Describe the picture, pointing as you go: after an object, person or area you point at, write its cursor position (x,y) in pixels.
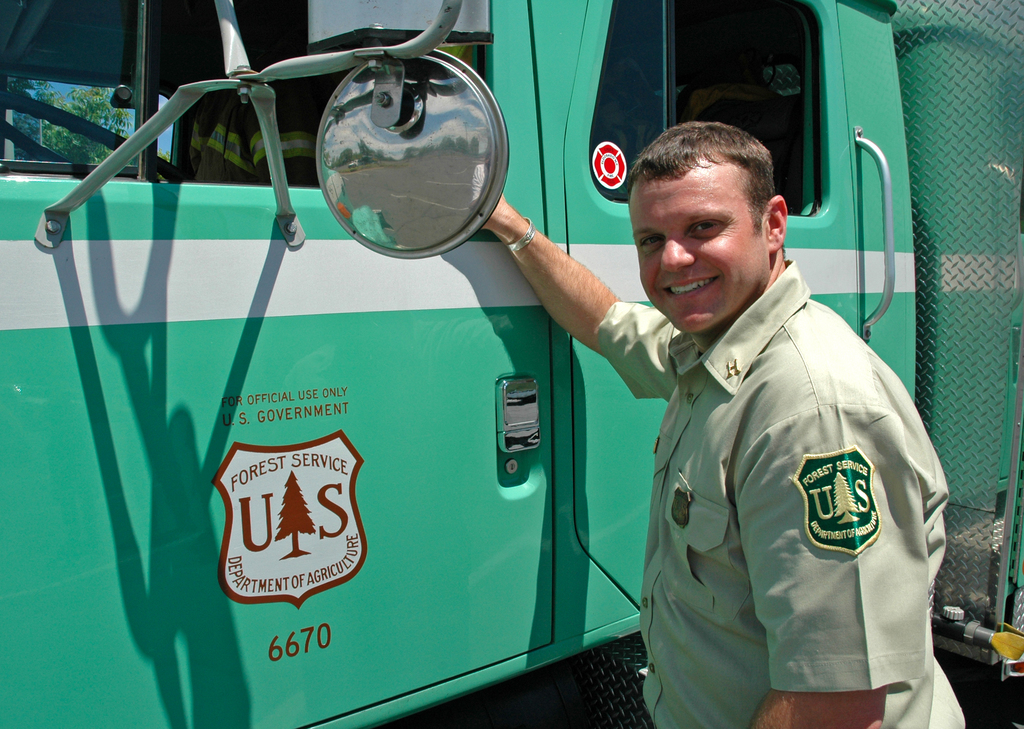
In this image we can see a man (699,379) beside a vehicle (625,398). On the vehicle (363,440) we can see some text (241,564). Through the window (88,136) of the vehicle (95,122) we can see a tree (84,103) and the sky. We can see the reflection (369,129) of trees (366,149), road (415,163) and the sky (436,136) on the vehicle side mirror (415,163).
